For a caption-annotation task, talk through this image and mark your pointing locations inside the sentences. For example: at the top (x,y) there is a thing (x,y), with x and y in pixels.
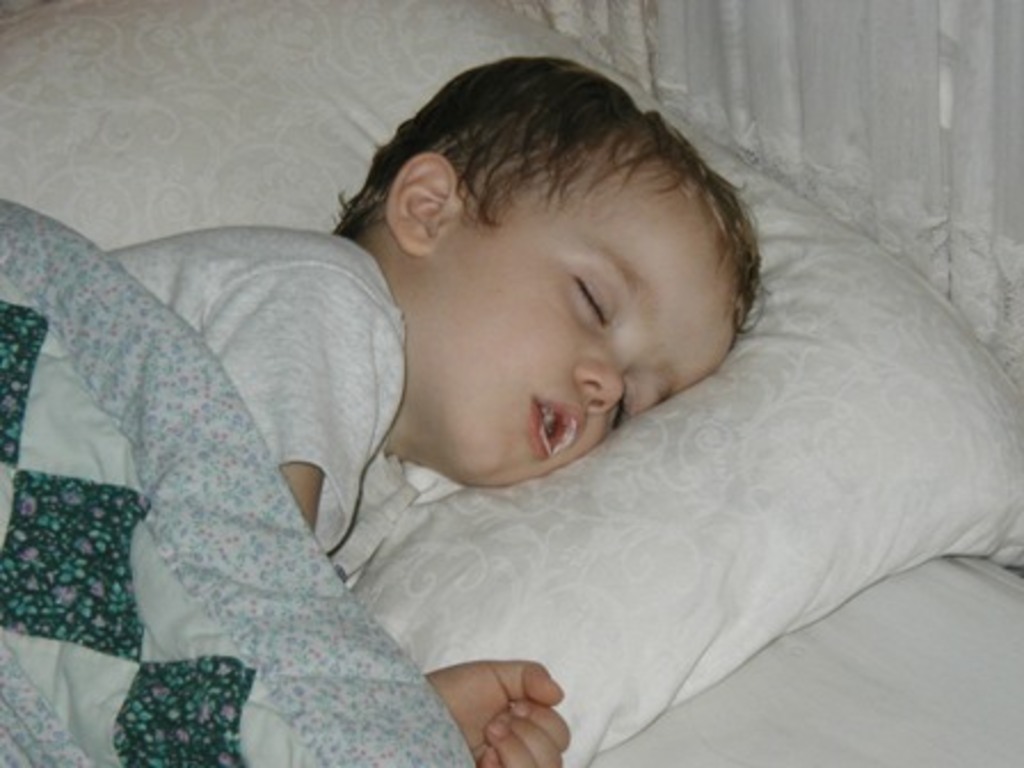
In this picture we can see a kid (529,362) laying on the bed (884,659). And this is pillow (880,471).
